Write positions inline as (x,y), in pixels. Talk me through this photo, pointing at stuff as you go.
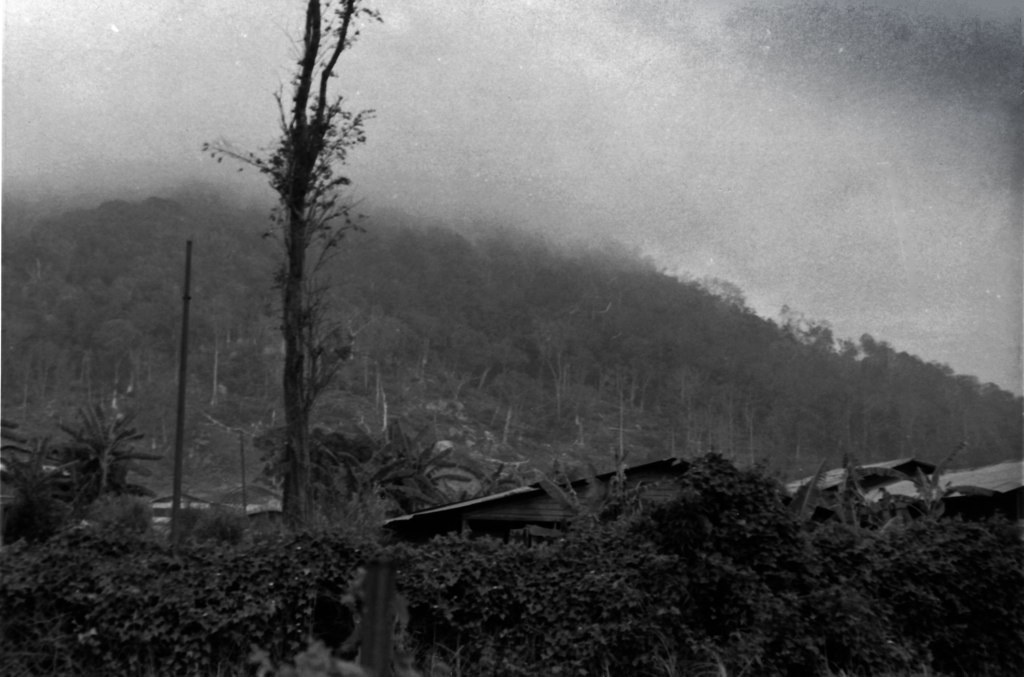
In this picture we can see trees (67,532), houses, poles (241,455), mountain (26,375) and in the background (609,89) we can see the sky (721,116).
